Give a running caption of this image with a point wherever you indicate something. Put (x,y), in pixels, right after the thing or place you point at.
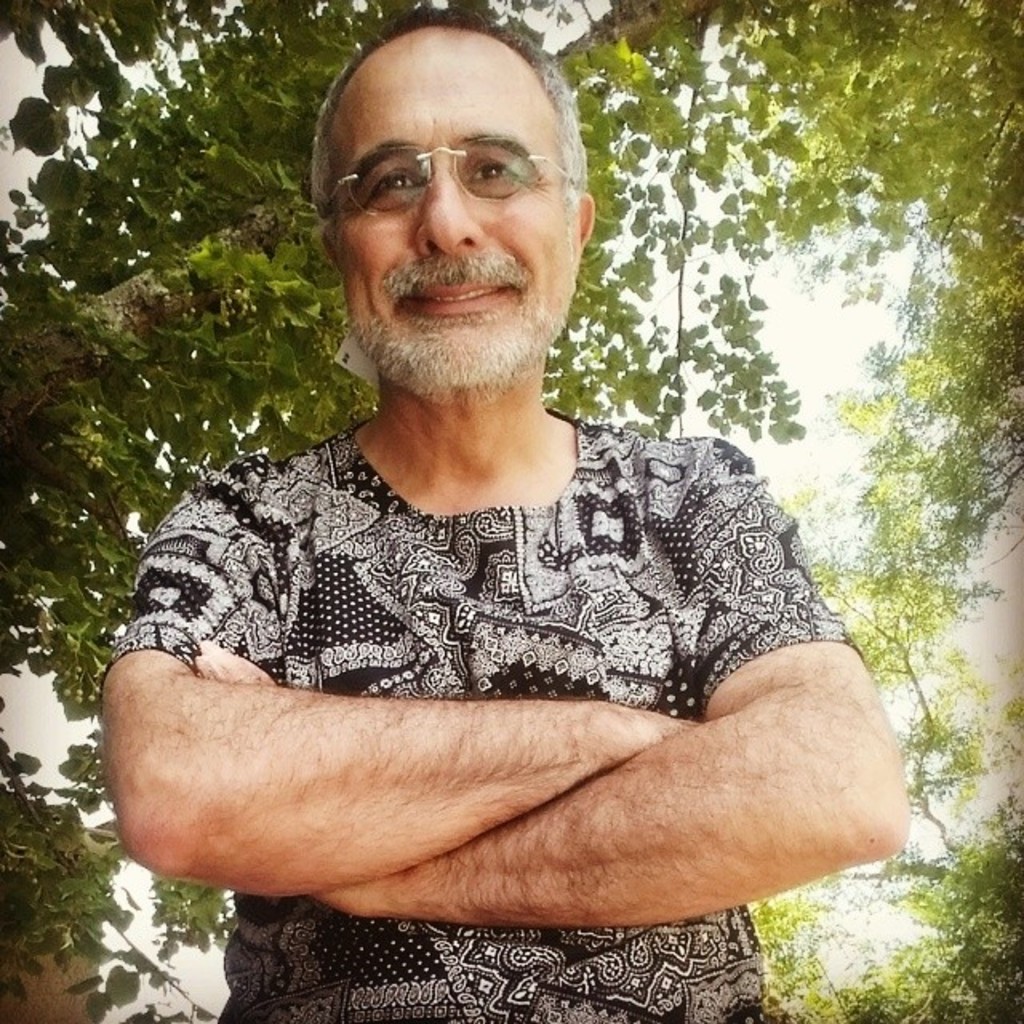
In this picture I can see there is a man (570,92) standing here and he is wearing a black shirt (533,616) and it has some white designs (457,655) and in the backdrop (52,913) I can see there are trees (944,987).
